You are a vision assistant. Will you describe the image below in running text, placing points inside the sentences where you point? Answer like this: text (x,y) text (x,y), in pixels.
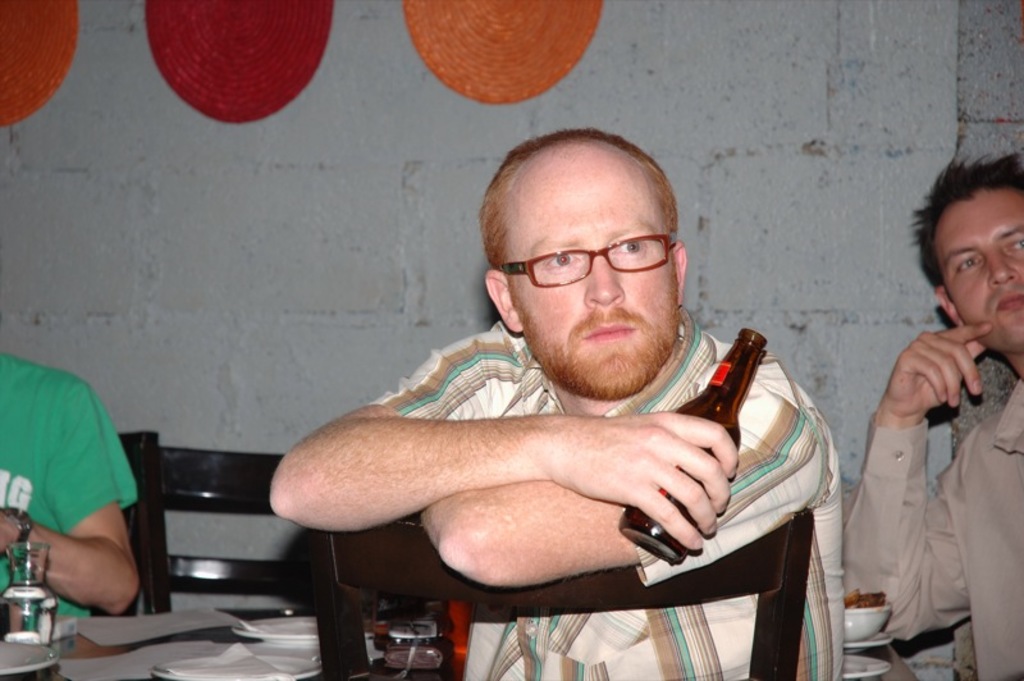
In the middle of the image (454,430), there is a person (791,472) sitting on the chair (405,576), holding a bottle (739,382) in his hand (709,483) and half visible. In the right bottom (877,516), a person (890,628) half visible. In the left bottom (104,513), a person (115,568) is sitting on the chair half visible in front of the table (158,641). In the background (314,128), a stone wall (753,132) is there which is white in color. This image is taken inside a shop (296,207).
